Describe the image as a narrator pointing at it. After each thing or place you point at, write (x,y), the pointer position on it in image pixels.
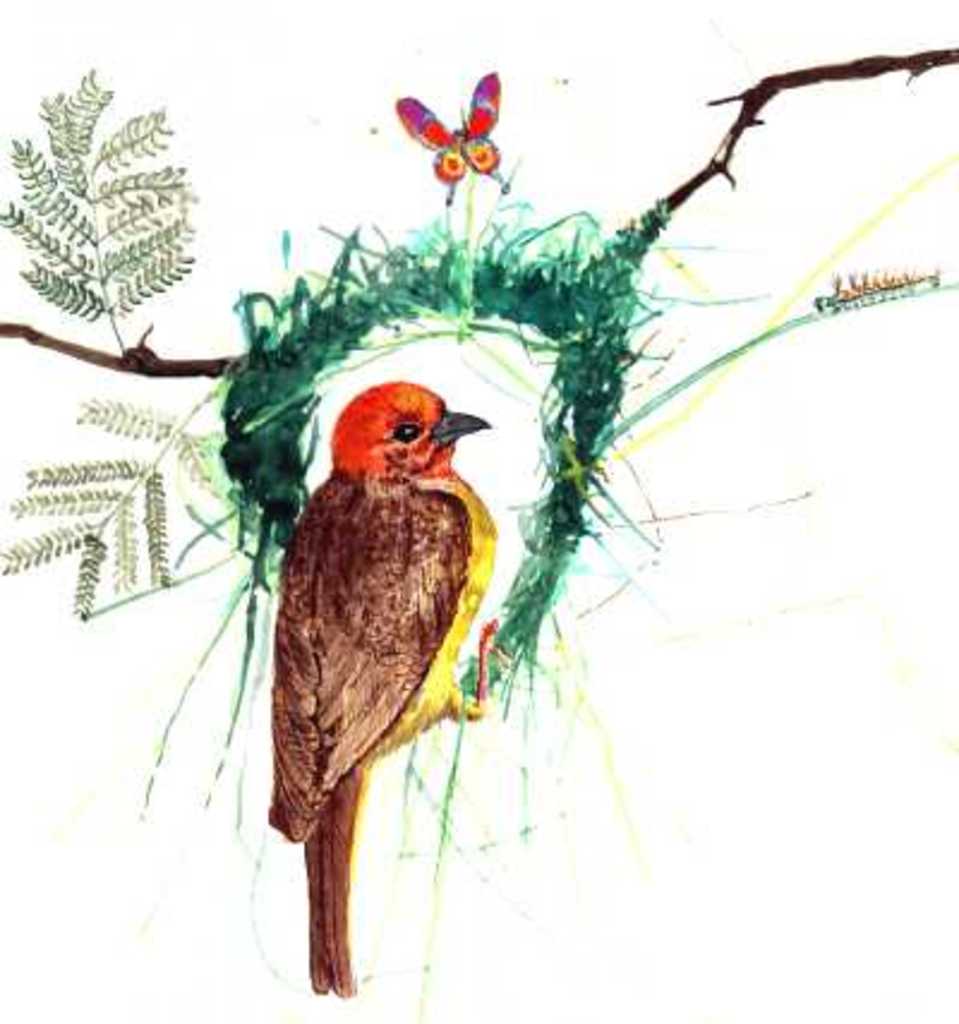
In this image I can see an art (414,308) of a bird (385,544) and a butterfly (401,111). The bird (343,570) is in brown, yellow and orange color and the butterfly (487,135) is in orange, purple and red color. I can see few leaves (74,465) in green color.
